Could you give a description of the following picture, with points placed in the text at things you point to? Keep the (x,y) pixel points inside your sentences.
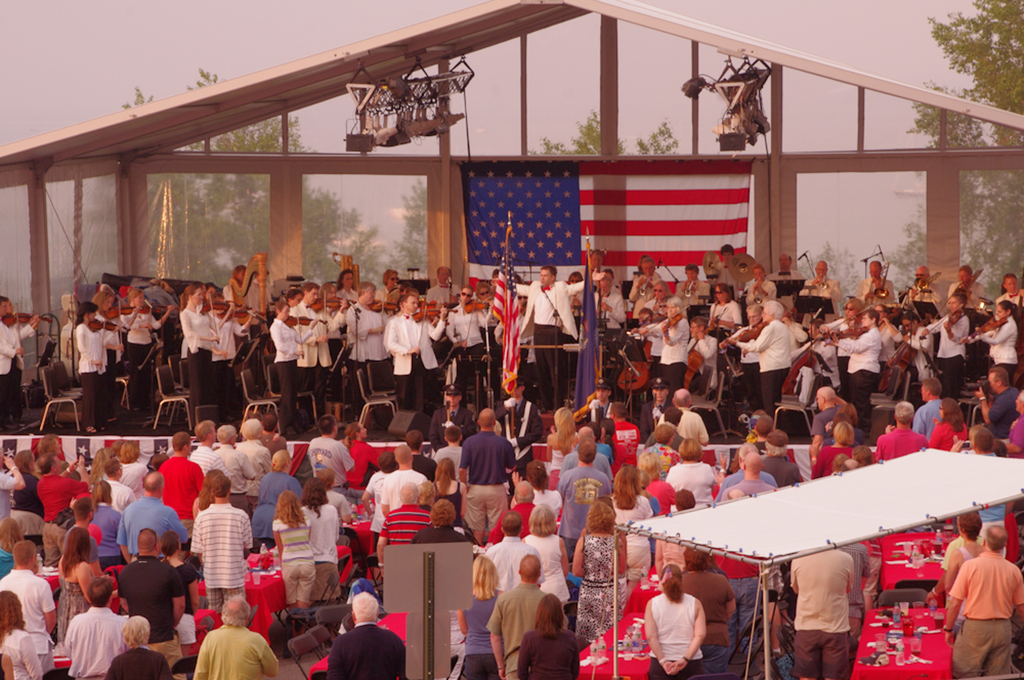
In this image there are many people (351,356). In the background (318,330) many people (420,325) are playing musical instruments (729,339). Here these are flags (513,287). This is a tent (400,70). In the background (344,218) there are trees (922,123). This is a flag (564,238).
